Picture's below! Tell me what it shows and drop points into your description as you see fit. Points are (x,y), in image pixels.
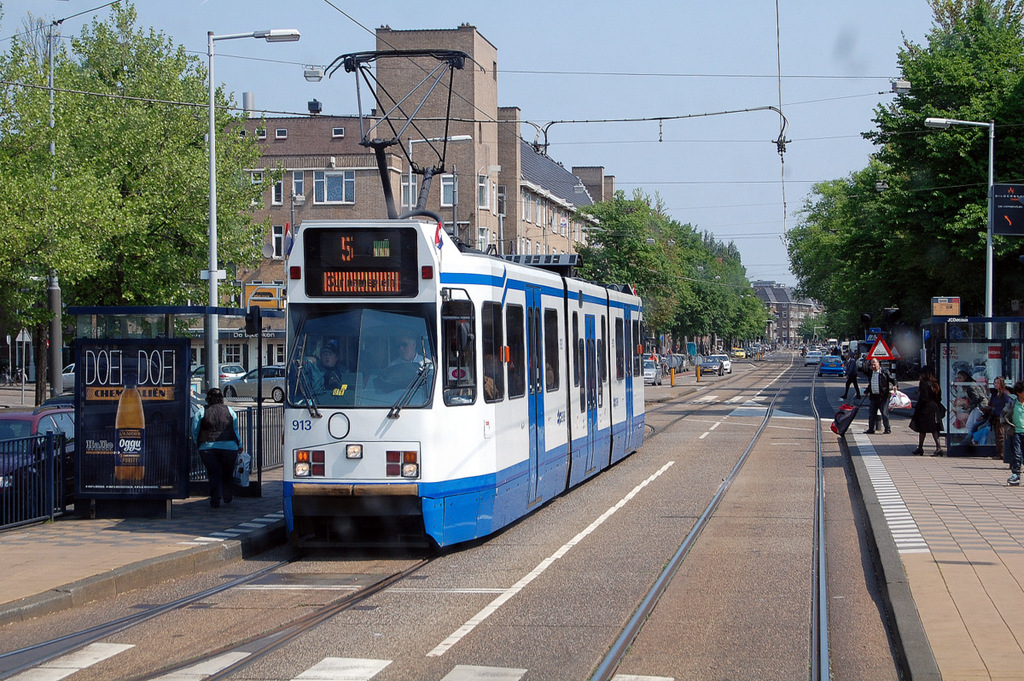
In this picture we can see the train (379,524) on the track (287,590). and we can see some people (922,411) standing on the footpath (970,524). This is the pole (965,120) with streetlight (990,255). These are the trees (666,236). And there are some vehicles (232,393) on the road (236,627). Here we can see some buildings (553,208). And on the background (623,84) there is a sky (690,48). This is the sign board (877,350).
